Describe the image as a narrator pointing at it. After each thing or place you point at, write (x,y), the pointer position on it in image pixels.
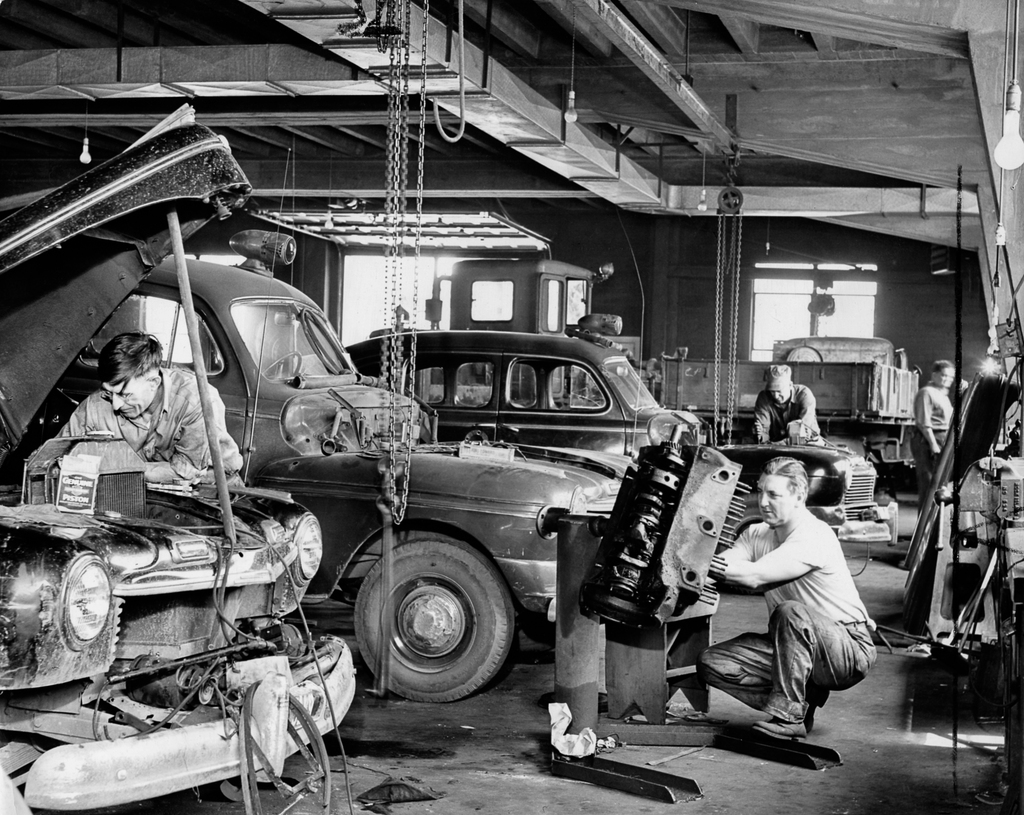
In this black and white picture there are vehicles (227,736) on the floor (358,736) having metal objects (610,593). Right side (792,562) there is a person (810,584) holding an object (622,588). There are people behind the vehicles (433,475). Right side (934,452) there is a person (923,467) standing on the floor (901,590). There are lights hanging from the roof (714,81). There are metal chains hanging from the roof (592,122). Background (910,324) there is a wall (673,325) having windows (766,282).
